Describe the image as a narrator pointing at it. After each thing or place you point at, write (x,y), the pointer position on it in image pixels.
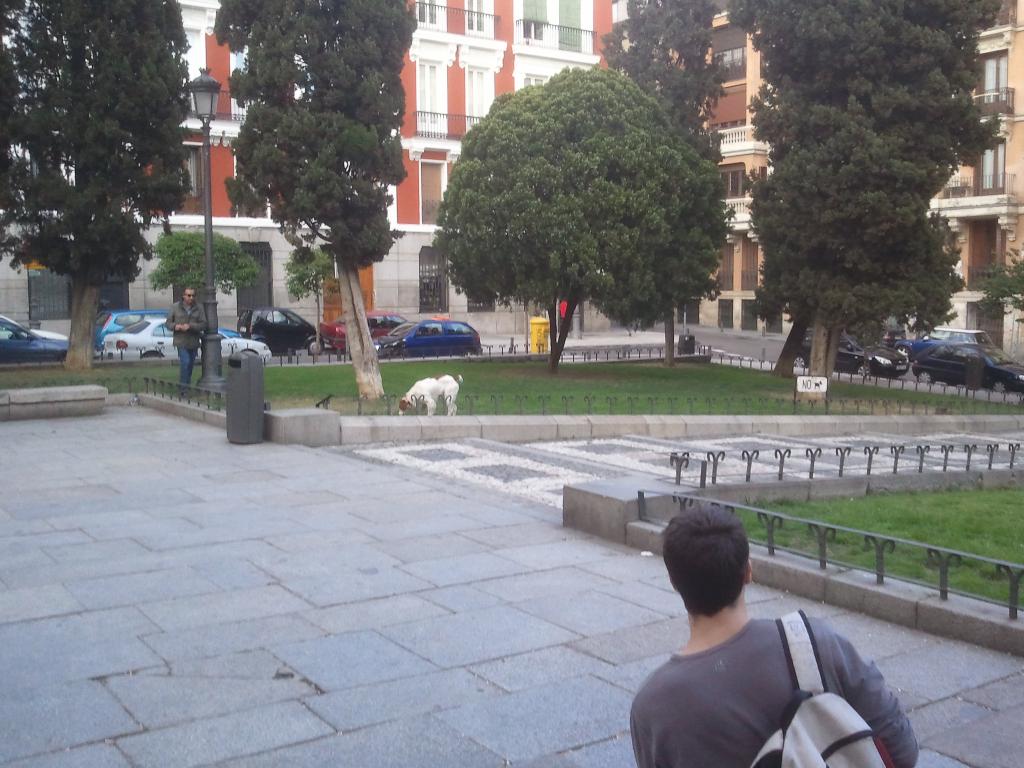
Here a man (675,741) is holding a bag (823,706), in the middle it is a dog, these are the trees (688,287). Few vehicles (379,331) are parked on the road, in the left side (297,344). There are buildings (415,139) in the long backside of an image.
